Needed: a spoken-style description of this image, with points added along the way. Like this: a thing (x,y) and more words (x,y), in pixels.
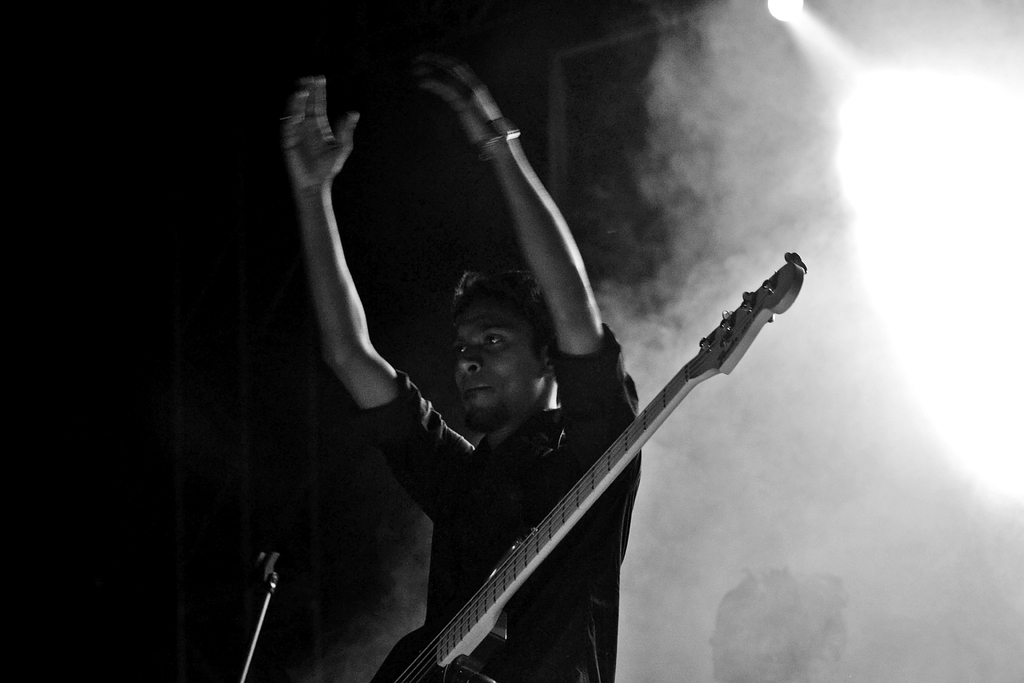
Background of the picture (298,549) is very dark and here we can see smoke (832,391). In Front of the picture we can see a man (449,485) standing in front of a mike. with a guitar (461,621) and we can see his hands (300,90) are in the air.
